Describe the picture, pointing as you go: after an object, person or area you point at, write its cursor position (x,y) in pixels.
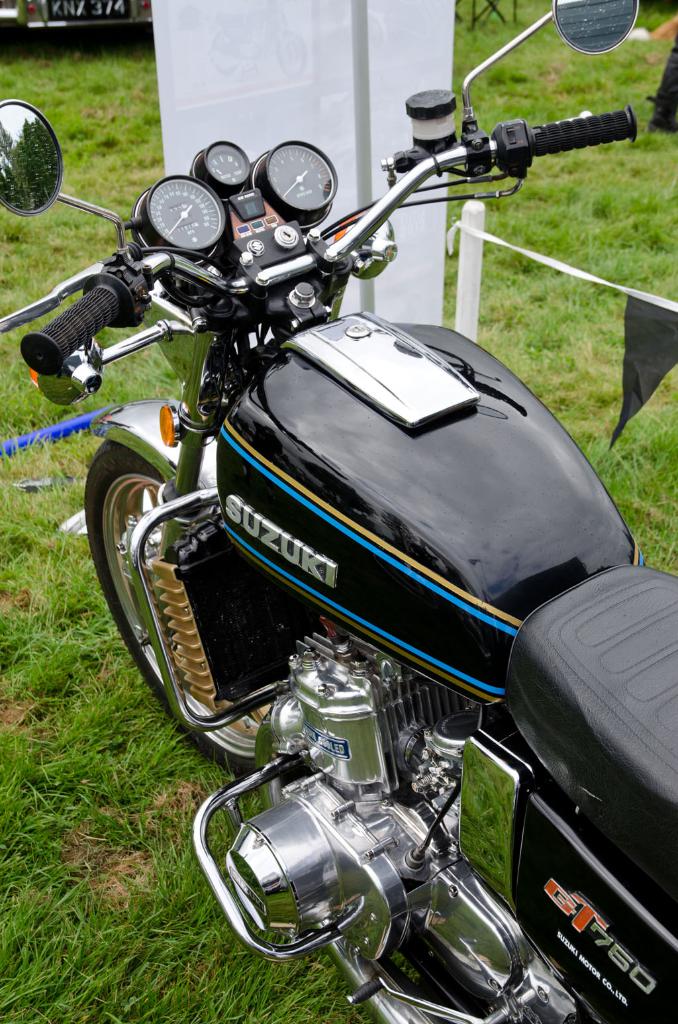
In this image there is a bike (327,608) on surface of the grass (29,808). At front there is a banner (291,38).
